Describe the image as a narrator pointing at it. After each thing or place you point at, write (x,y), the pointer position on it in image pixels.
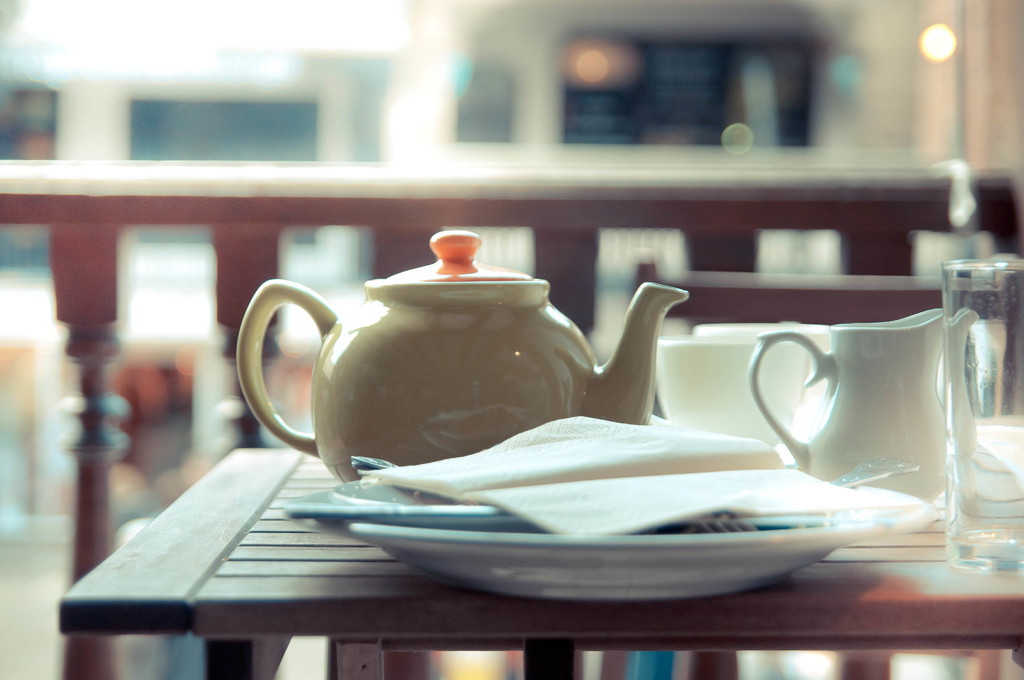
This image consists of a table (354,538) and tea kettle (477,338) which is on the table (324,538) there are tissues (658,483), plates (674,558), cup (715,389), glass (992,384) on the table (316,525). In the background (348,191) there is a railing (430,168).
